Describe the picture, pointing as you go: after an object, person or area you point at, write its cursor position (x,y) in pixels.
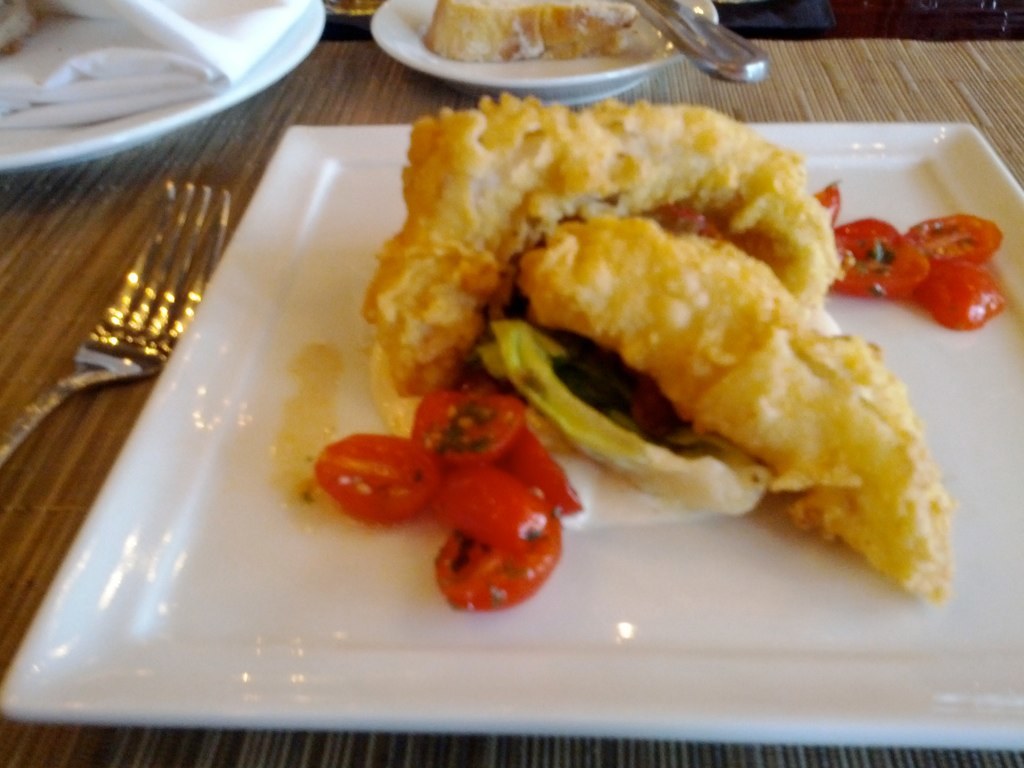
As we can see in the image there is a table (402,87). On table (443,89) there are plates (457,709), tissues (189,79), fork (14,440) and food item (592,289).
